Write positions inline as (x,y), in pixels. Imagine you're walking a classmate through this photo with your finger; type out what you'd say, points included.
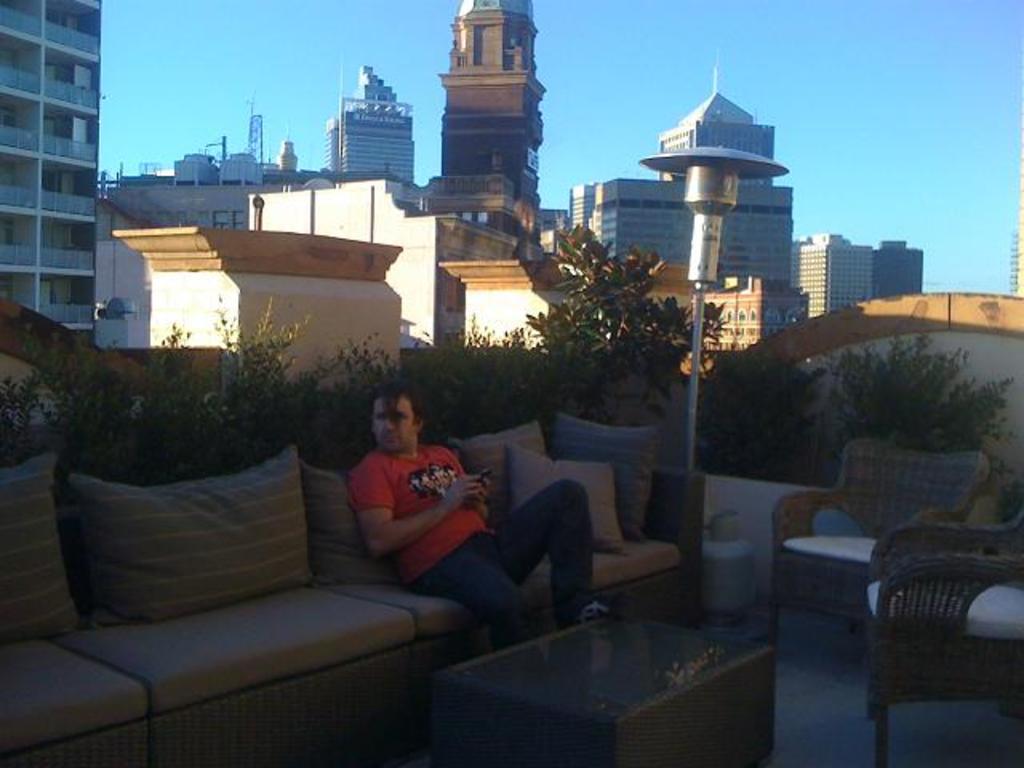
This image is taken on top of the building (785,617). There are sofas (677,579), pillows (302,519), chairs (917,556), table (689,659) on the floor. A person (396,474) wearing red T shirt (378,469), blue jeans (499,607) is sitting on the sofa (388,615) and holding a phone (491,481). There are some plants (234,379) behind the sofas (401,599). In the background (793,153) there are tall buildings (459,148) and blue sky (797,90).
